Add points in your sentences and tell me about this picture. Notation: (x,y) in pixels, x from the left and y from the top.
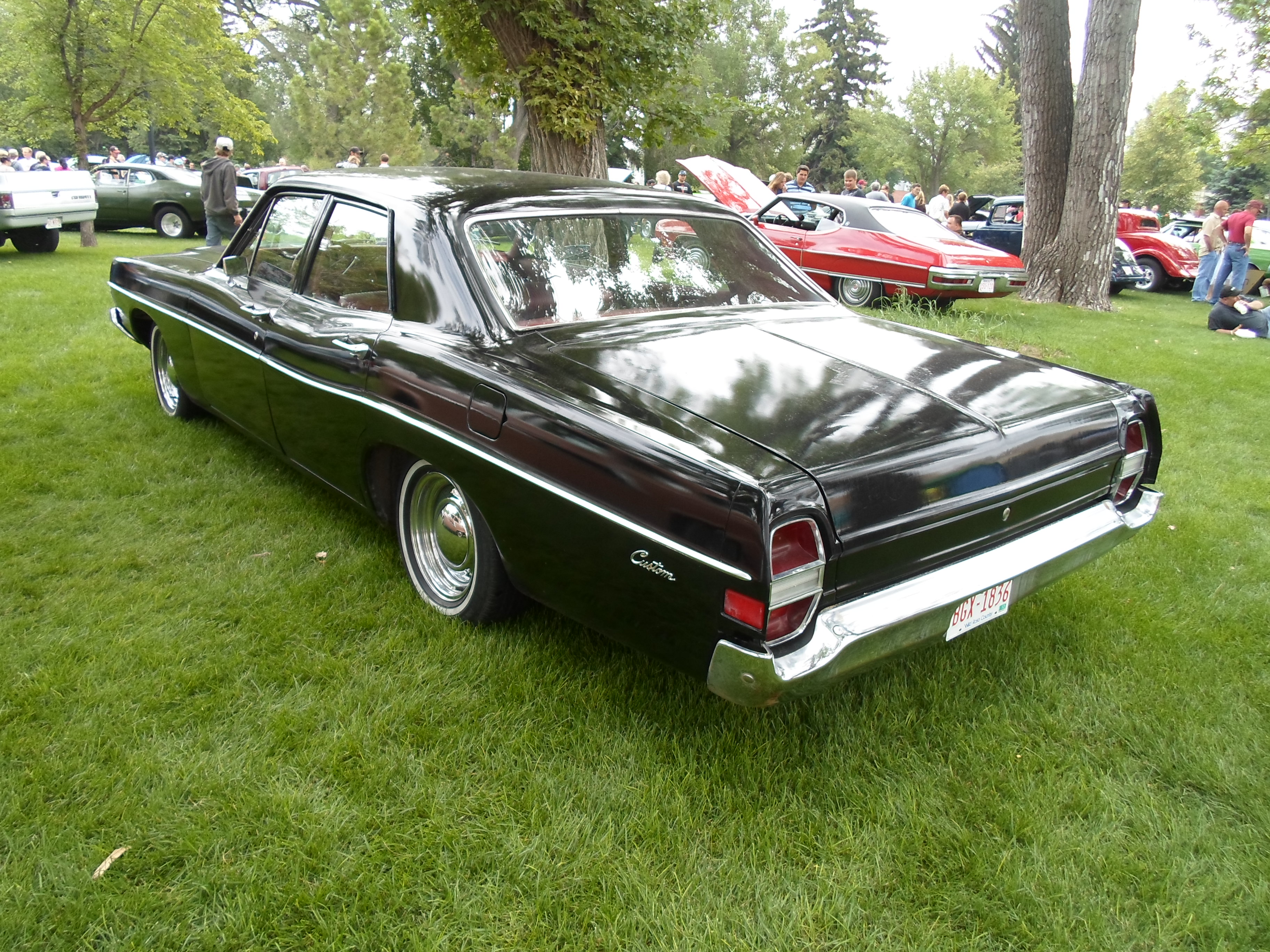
In the picture we can see a grass surface (83,603) on it, we can see many vintage cars (649,506) which are parked on the grass surface (1156,791) and near it, we can see some people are standing and watching them and we can also see some trees (872,137) and a part of the sky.
